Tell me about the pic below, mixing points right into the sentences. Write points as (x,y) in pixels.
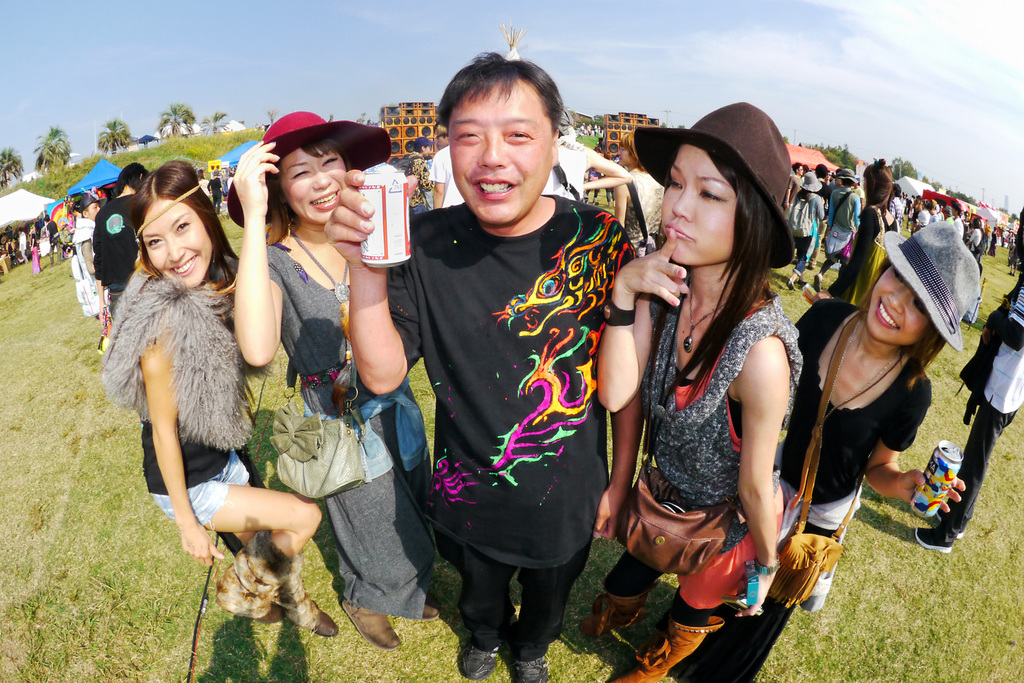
In the center of the image (503,314) we can see a few people (492,359) are standing. Among them, we can see three persons (771,364) are wearing hats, two persons (598,347) are holding some objects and three persons (707,345) are wearing bags (650,426). In the background (271,87), we can see the sky (621,30), clouds (714,62), trees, grass (17,313), tents (791,153), few people (933,218) are standing and a few other objects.
